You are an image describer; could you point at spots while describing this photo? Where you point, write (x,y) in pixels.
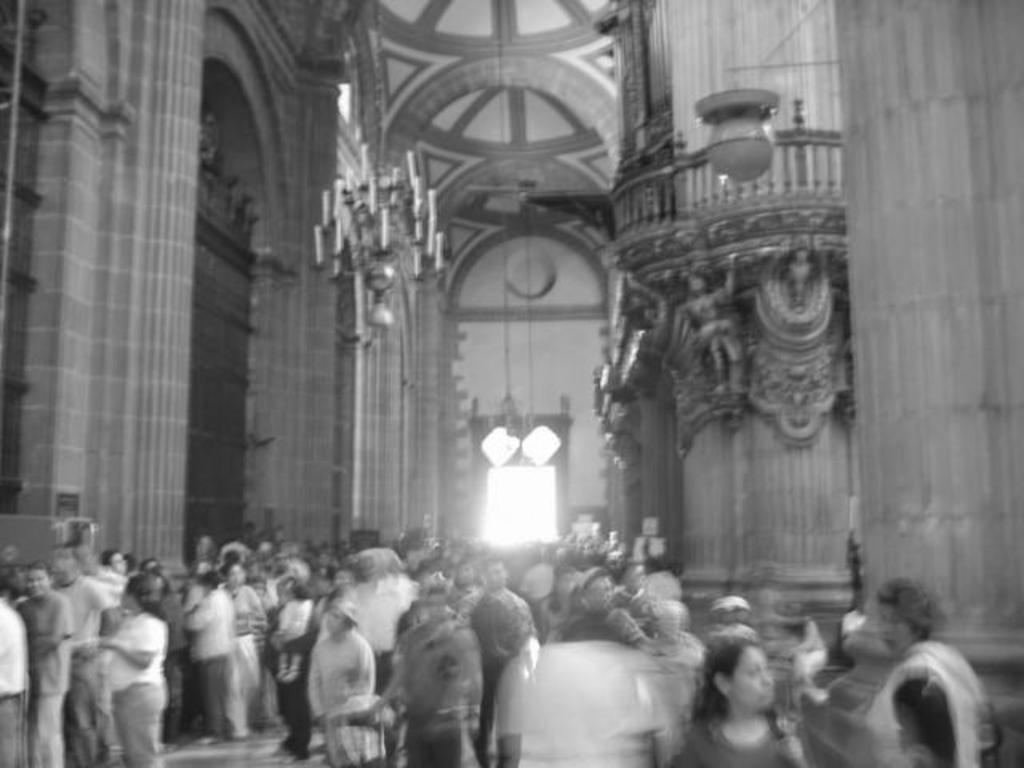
In this image we can see black and white picture of a group of people (560,733) standing on the floor (186,767). On the right side of the image (866,609) we can see some pillars (971,349), railing (763,176). In the center of the image (398,276) we can see a chandelier (404,221) with some candles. In the background (549,500), we can see the windows (540,524) and the roof (454,83).
